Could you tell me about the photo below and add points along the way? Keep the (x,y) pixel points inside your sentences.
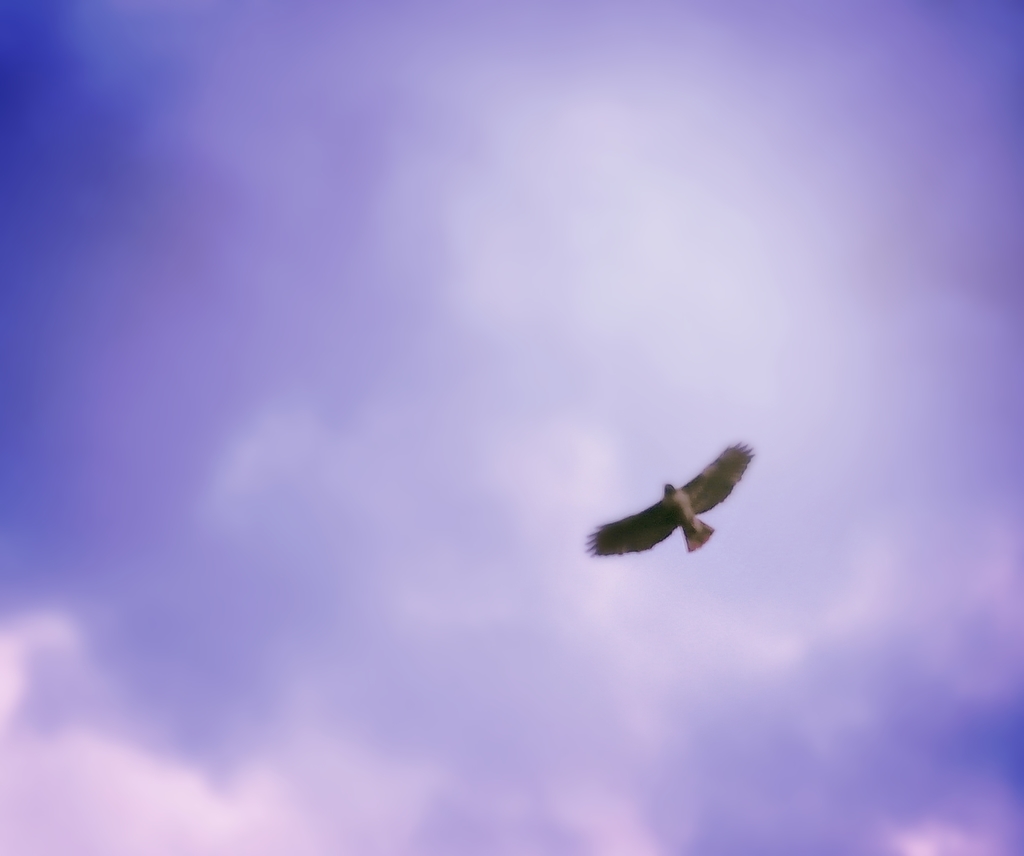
In this image we can see a bird (696,495) flying in the sky (725,613).
